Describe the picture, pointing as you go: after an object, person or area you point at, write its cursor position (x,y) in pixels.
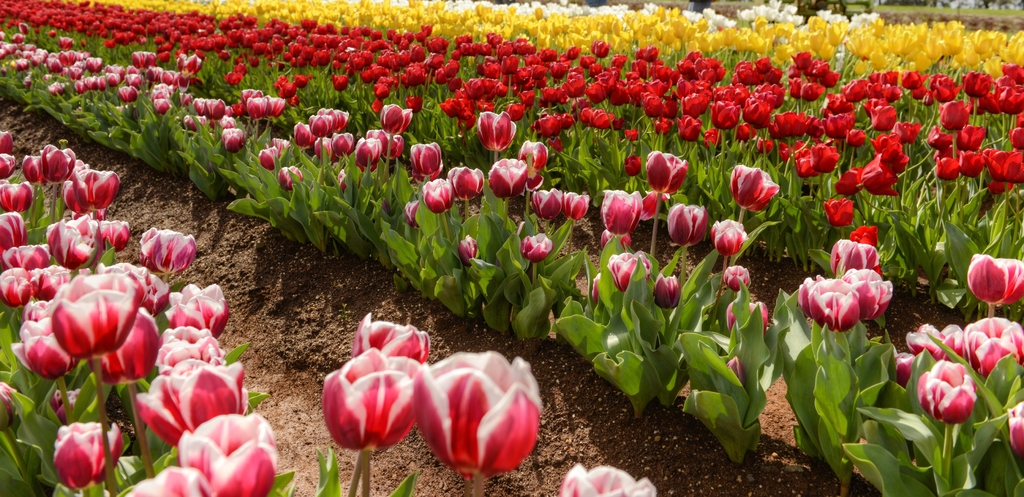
In this picture I can see there are many tulip flower plants (199,318) here and there are different colors of tulip flowers (728,35) here like yellow, red, pink and white. There is soil (271,272) on the floor (198,202).
